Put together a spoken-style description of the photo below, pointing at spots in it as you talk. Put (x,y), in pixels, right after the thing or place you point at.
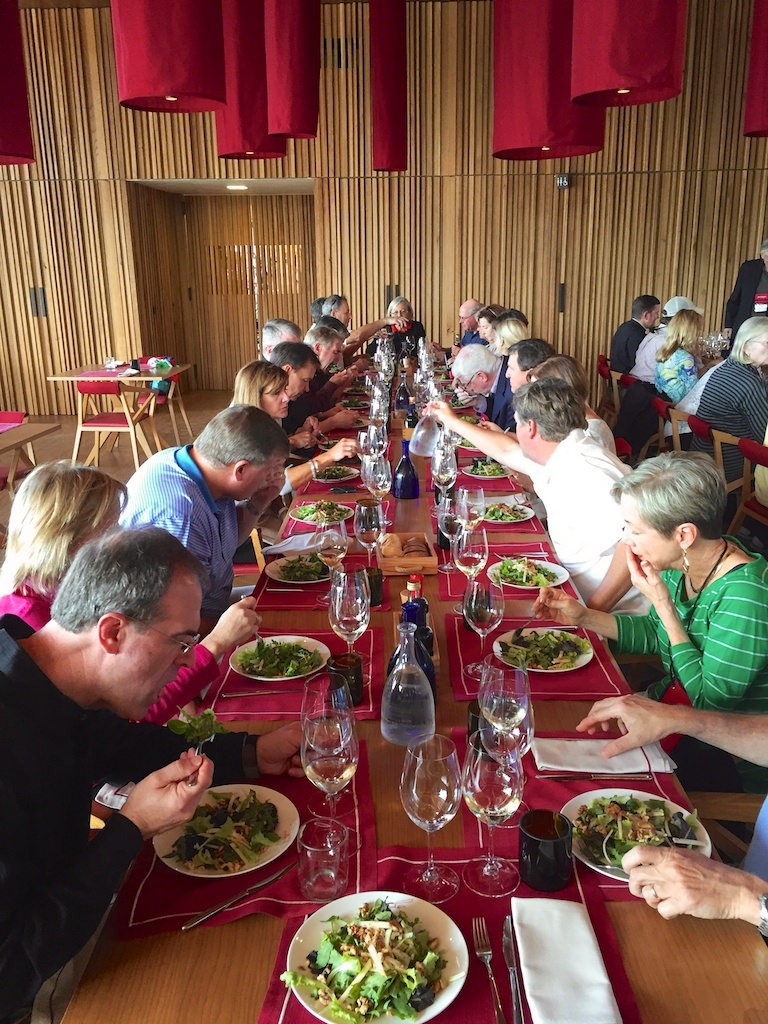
There are group of people (256,434) sitting in front of a table (543,729) which has some eatables (253,839) and a glass of wine (477,674) on it.
